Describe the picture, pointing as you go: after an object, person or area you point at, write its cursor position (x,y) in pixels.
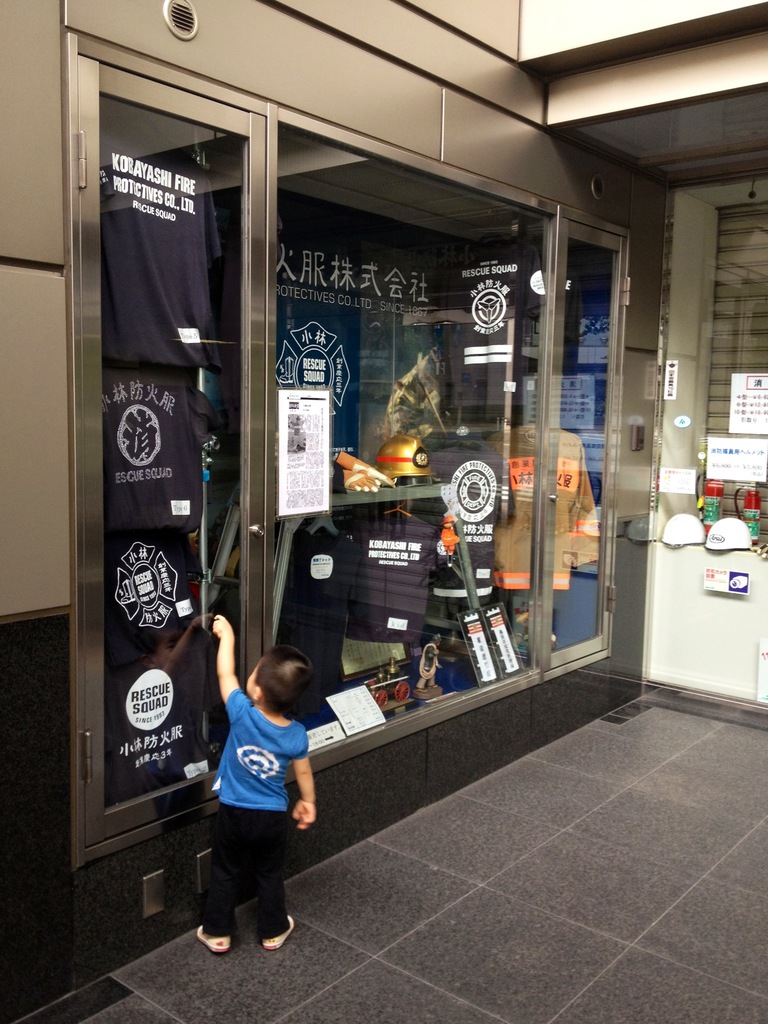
In this image there is a boy (256,828) standing near a cupboard (203,795). To the wall (40,375) there is a cupboard (417,304). There are glass doors (379,310) to the cupboard (240,409). Inside the cupboard (426,333) there is a banner (315,347) to the wall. In the cupboard (204,169) there are t-shirts (186,501), a helmet (389,470), gloves (362,480), trophies (430,650), files (500,630) and papers (356,702). On the door (389,378) of the cupboard (468,409) there is a poster sticker (298,479). There is text (166,180) on the t-shirts (162,219). To the right (699,594) there is a glass window (720,280). Near the window (716,301) there are helmets (707,545) and bottles (714,501).
